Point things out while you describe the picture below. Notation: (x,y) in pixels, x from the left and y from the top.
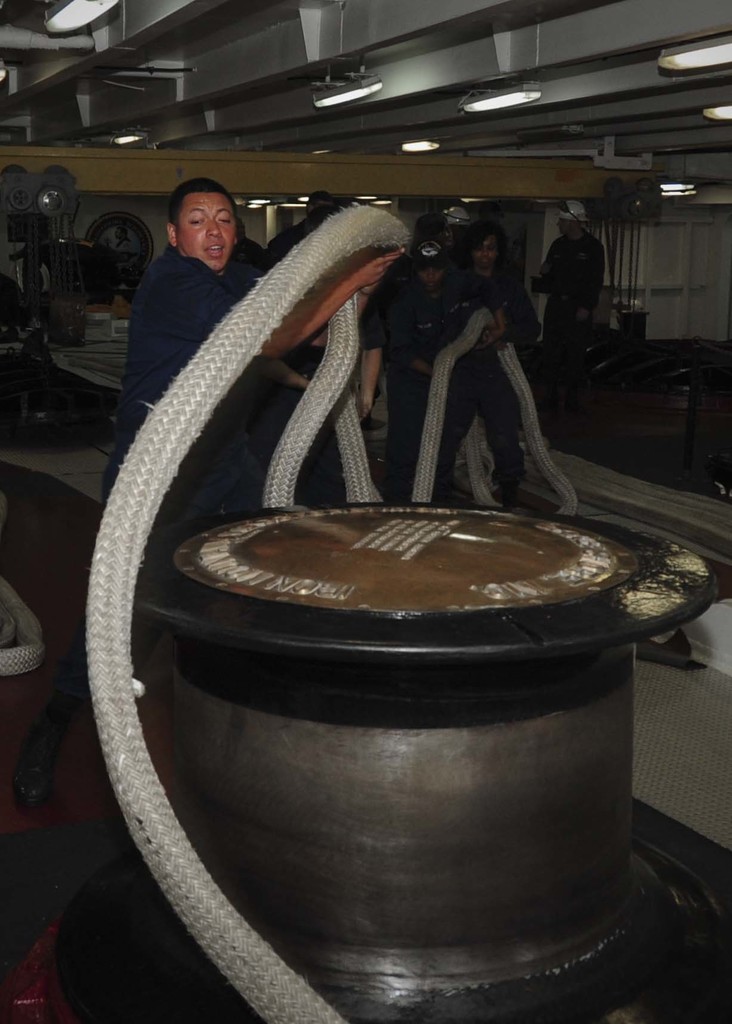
In this image there are group of people (214,223) standing and holding the rope (315,1020), and in the background (730,367) there are lights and some objects (563,166).
